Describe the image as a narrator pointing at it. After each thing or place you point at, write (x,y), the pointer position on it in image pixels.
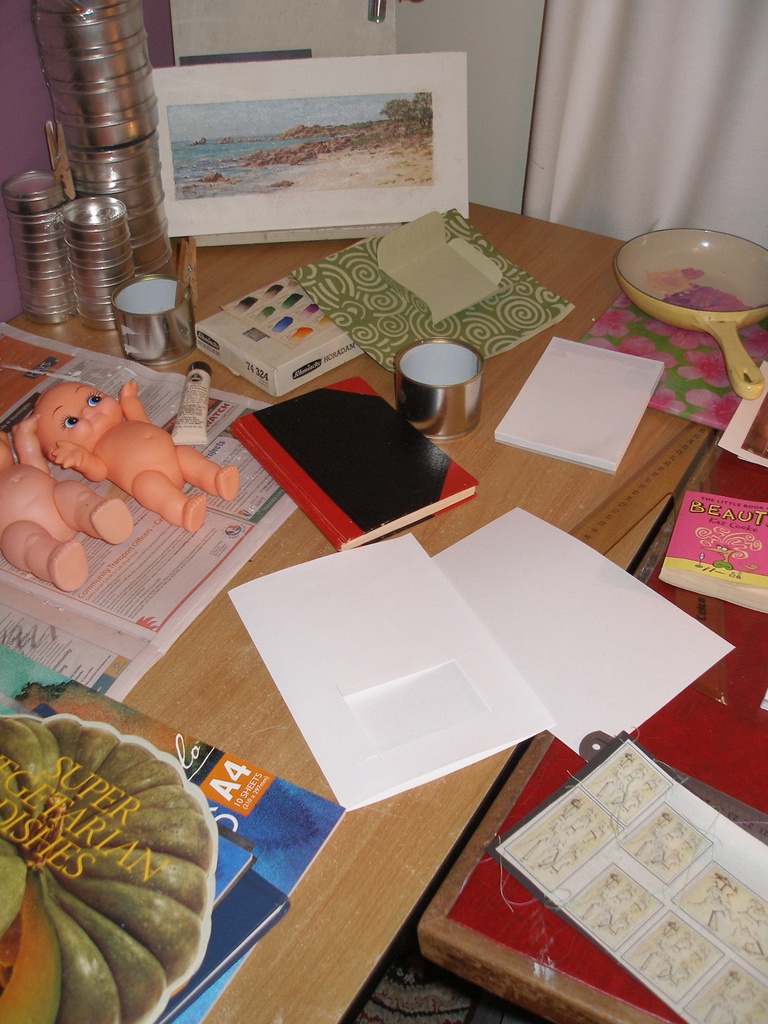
In this picture we can see there are two tables (395,841) and on the tables (392,884) there are papers (481,674), books (675,573), dolls (65,483), pan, steel items (170,334) and other objects (280,284). Behind the table (475,220), it looks like a wall (468,58) and a curtain (585,111).
